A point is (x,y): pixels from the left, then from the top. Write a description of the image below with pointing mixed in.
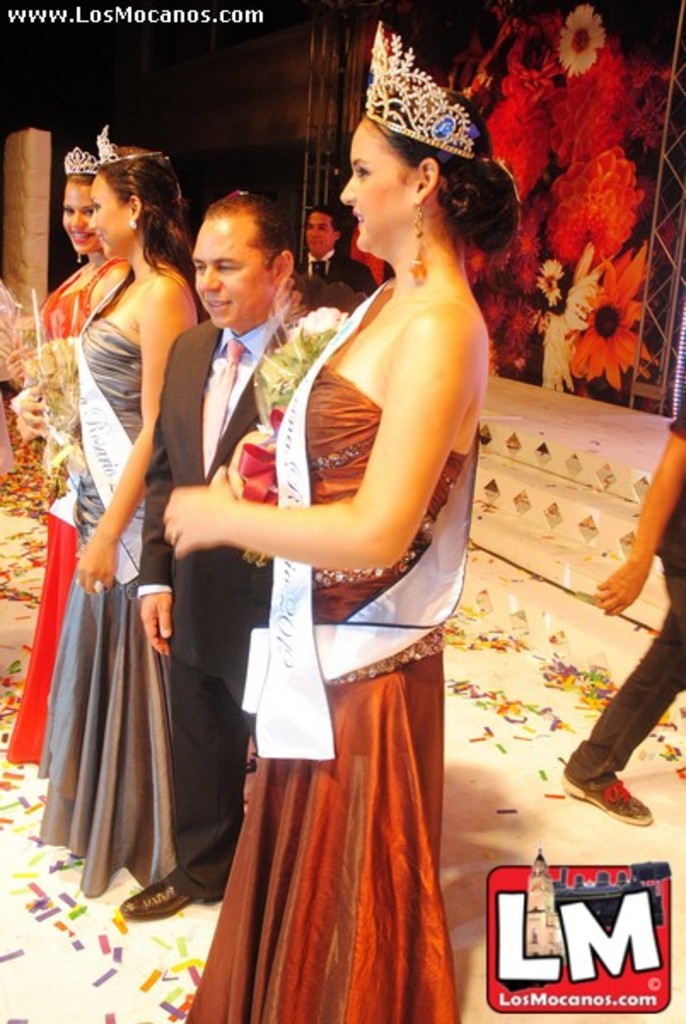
In this picture we can see three women (280,634) wearing crowns (85,156) on their heads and sashes (135,551) on their shoulders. A watermark (581,984) is visible at the bottom of the picture (563,925). We can see a man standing on the stage (525,687). There are a few decorative items (2,683) visible on the stage (676,731). We can see a person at the back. There are a few objects (480,59) visible in the background (14,146).
